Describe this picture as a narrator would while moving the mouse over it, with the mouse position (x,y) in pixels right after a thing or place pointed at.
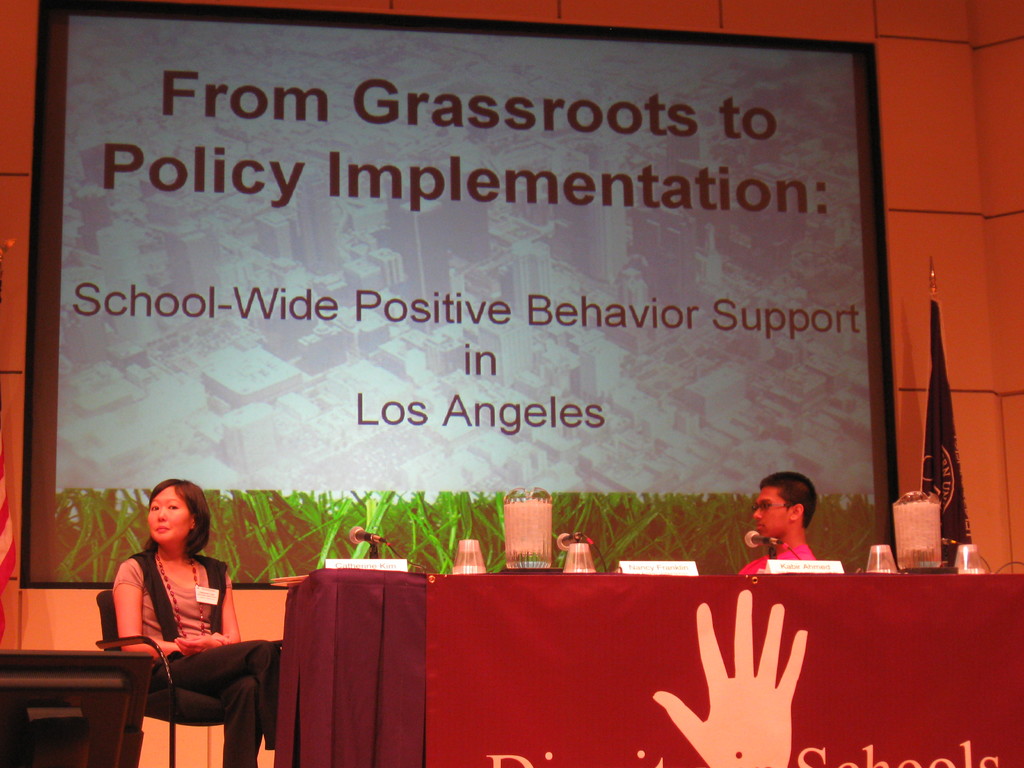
In this image, few peoples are sat on the chair (199,720). There is a table (503,630), some cloth (518,607) and some items (619,566) are placed on it. On right side (948,495), we can see flag (949,435) and wall (962,369). In the middle (488,356), there is a screen (377,353). On left side (72,684), we can see some monitor (73,723).
